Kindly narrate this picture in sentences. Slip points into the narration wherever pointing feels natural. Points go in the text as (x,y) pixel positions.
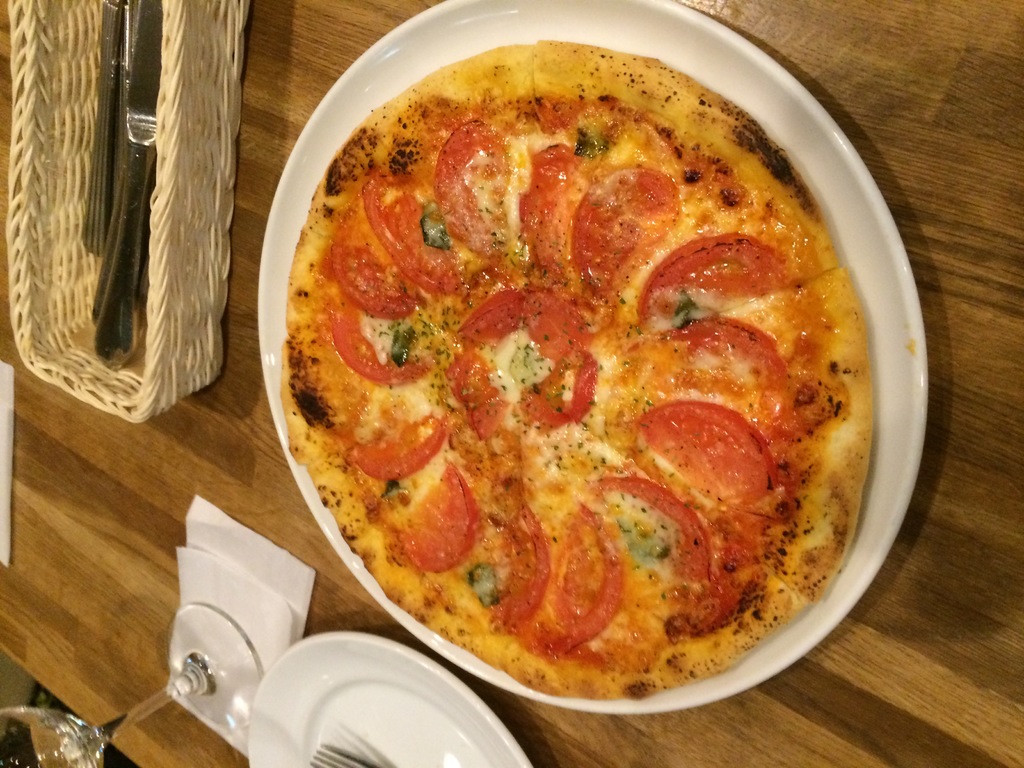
In this picture we can see a table (722,712), there are two plates (422,686), a glass (85,730) of drink (45,732), tissue papers (236,571) and a tray (144,384) present on the table (223,401), we can see a pizza (647,477) in this plate (463,652), there is a fork (342,761) here, we can see a knife (136,189) in this tray (59,211).
